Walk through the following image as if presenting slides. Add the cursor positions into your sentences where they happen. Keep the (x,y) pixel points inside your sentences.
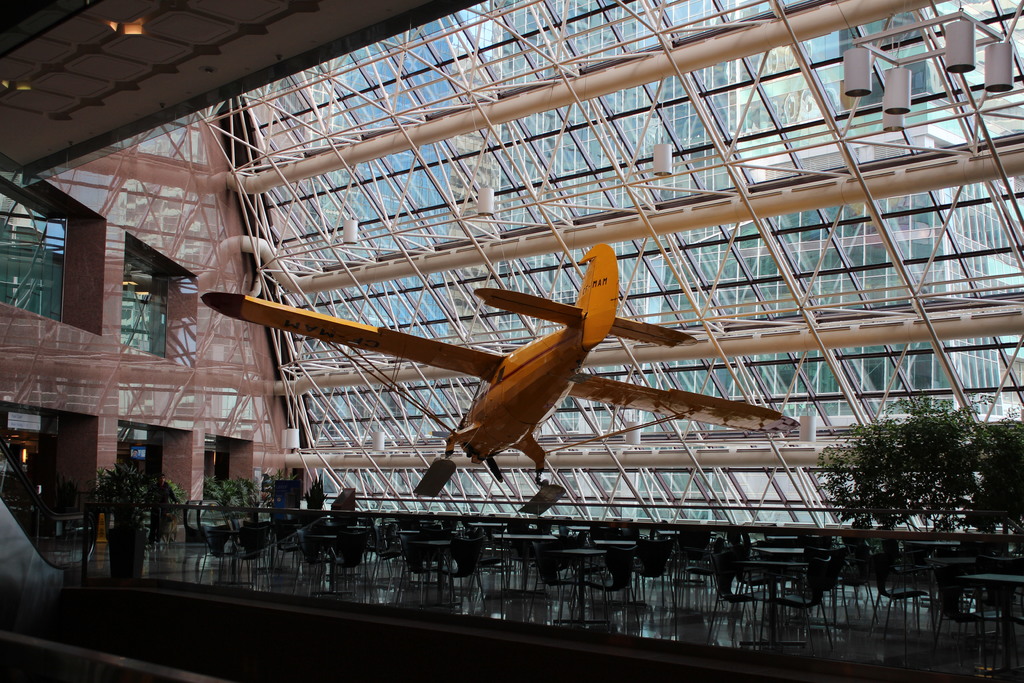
In this picture there is a dummy plane (533,456) which is hanging from the roof (618,265). At the bottom (861,576) I can see many chairs (938,615) and tables (582,606). Beside that I can see plants (134,482) and pots (135,546). On the top right corner (1008,70) I can see some lights (891,82) which are placed on the roof (991,114). In the back (543,237) I can see the buildings (1001,229), windows (504,213), steel pipes (545,248) and other objects (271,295). On the left (38,418) I can see the sign board (38,418) which is placed near to the door (32,451).
